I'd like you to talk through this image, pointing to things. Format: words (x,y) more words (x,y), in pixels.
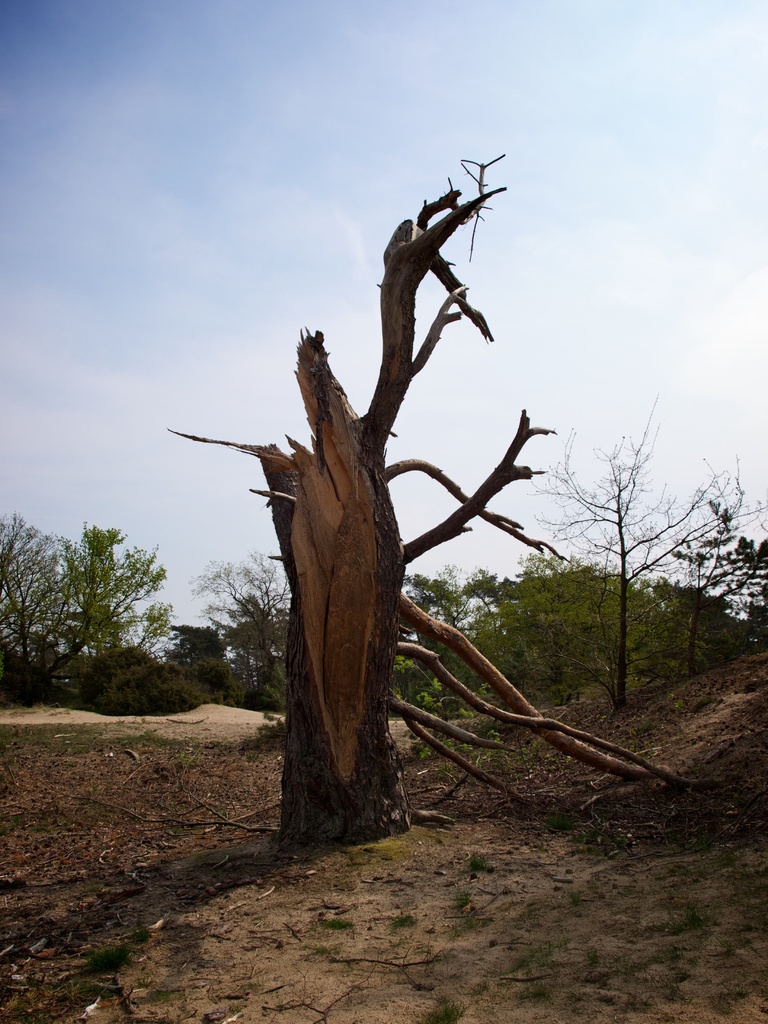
Here in this picture we can see trunk (325,622) and branches (419,626) of the tree (423,649) present on the ground (147,815) over there and we can also see some other plants (154,680) and trees (83,625) present all over there.
